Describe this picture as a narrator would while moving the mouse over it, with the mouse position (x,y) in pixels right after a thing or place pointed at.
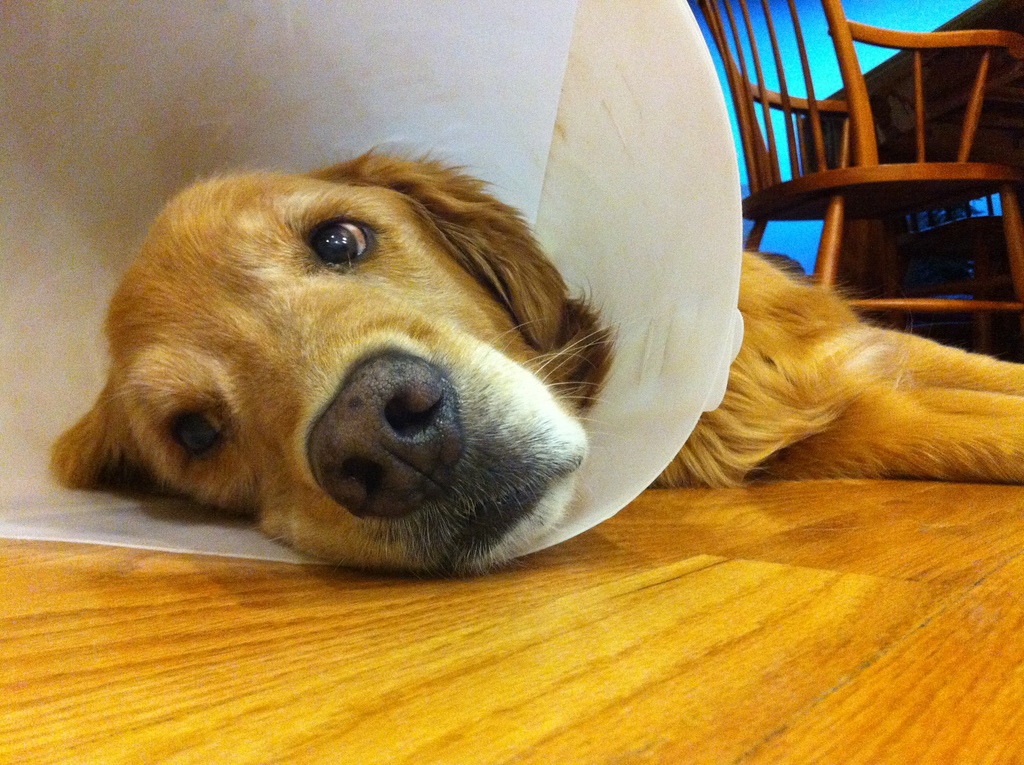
In this image we can see a dog (527,311) lying on the floor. In the background (946,206) we can see a chair (959,171).
